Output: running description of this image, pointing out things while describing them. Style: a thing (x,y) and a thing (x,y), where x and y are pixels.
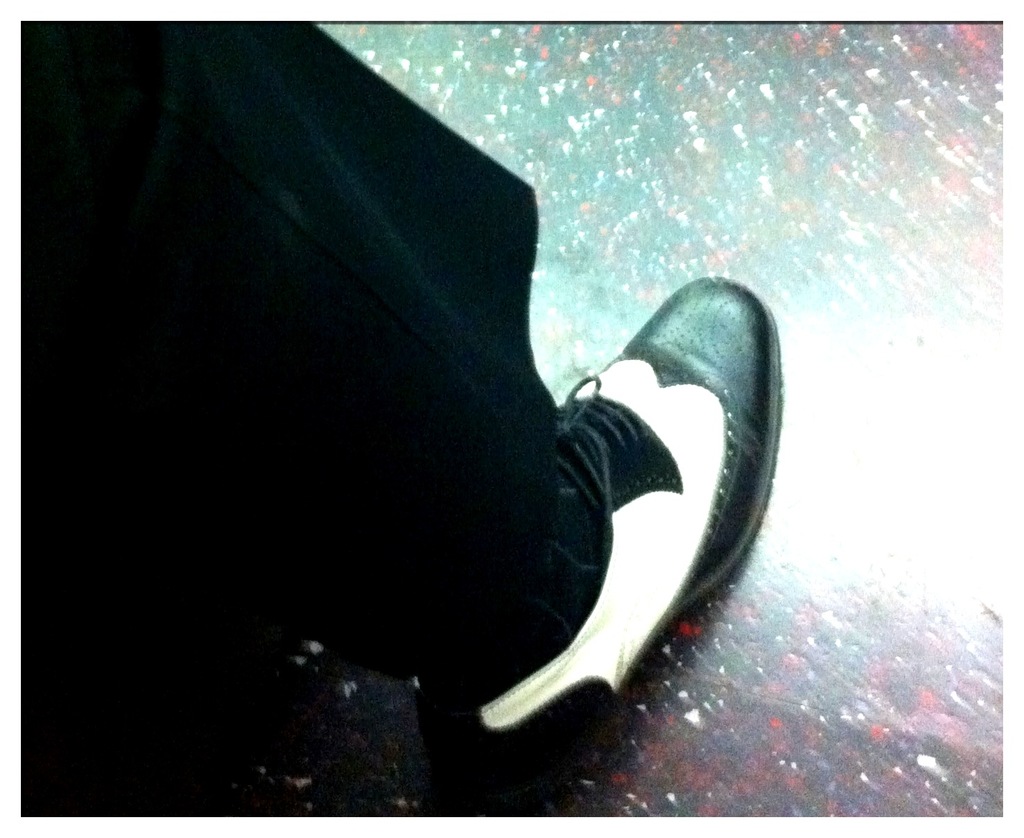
In this image we can see a person's leg (434,571) wearing shoe (662,462).
